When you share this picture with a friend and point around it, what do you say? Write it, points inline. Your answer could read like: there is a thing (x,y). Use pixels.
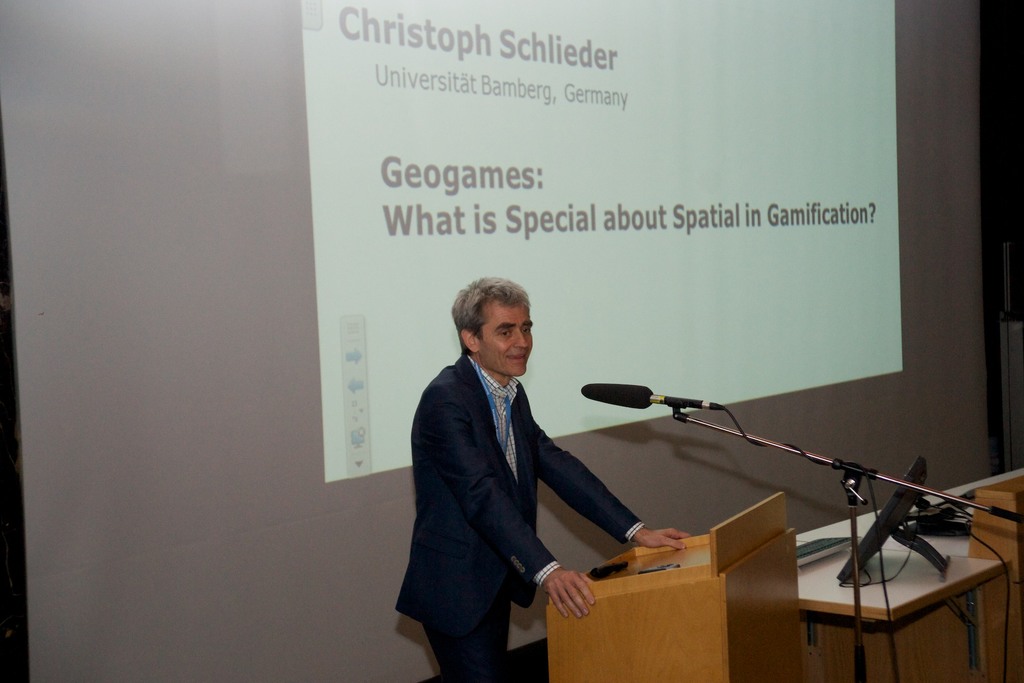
The person (488,452) is standing in front of a wooden table (645,566) and there is a mic (642,398) in front of him and there is a projected image (631,149) behind him.
